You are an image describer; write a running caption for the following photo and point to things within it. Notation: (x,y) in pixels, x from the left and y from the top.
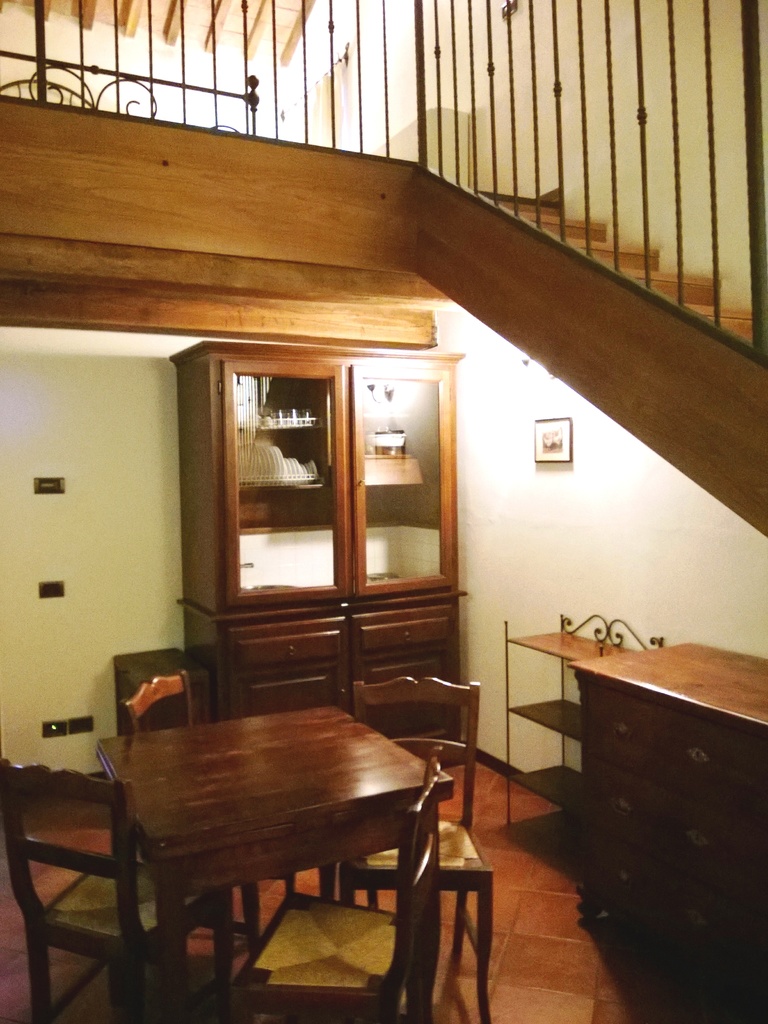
Here we can see a photo frame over a wall (156,513). we can see cupboard (366,658). We can see chairs (107,787) and tables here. these are stairs (637,339). This is a floor (528,993).
